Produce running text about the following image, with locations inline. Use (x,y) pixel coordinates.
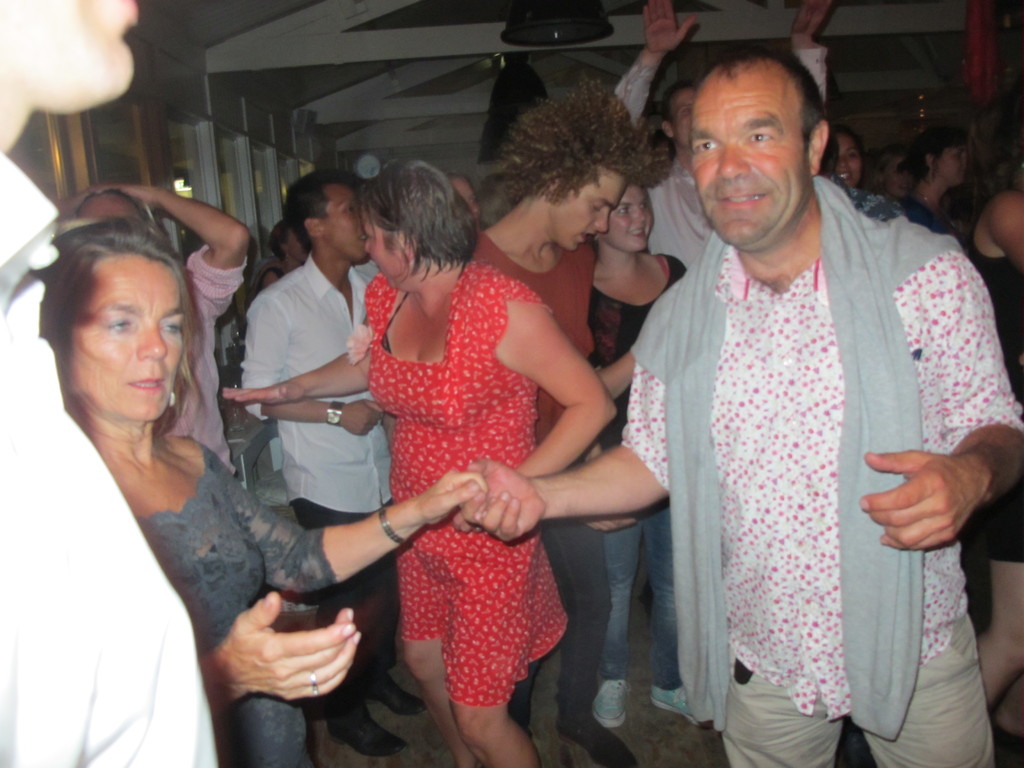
In this image we can see few persons (350,486) are standing. In the background (173,179) we can see lights (517,60) on the ceiling (249,70), wall (183,84) and other objects (220,182).
